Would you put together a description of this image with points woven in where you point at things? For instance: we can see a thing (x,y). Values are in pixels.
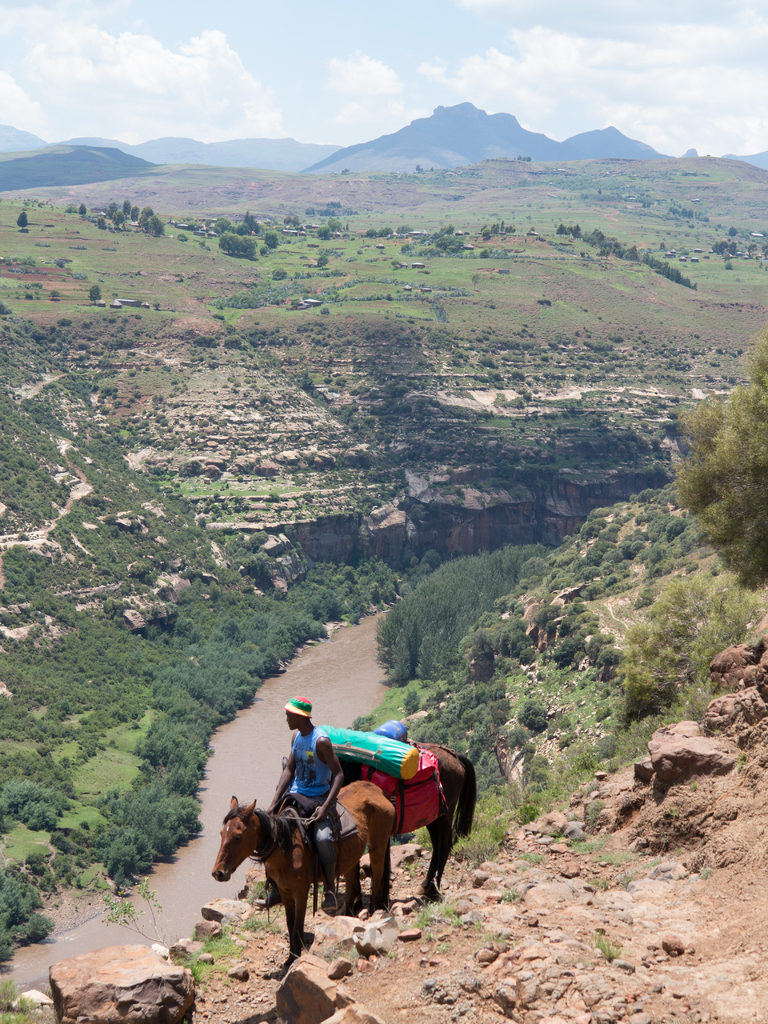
Here in this picture we can see a person (325,823) sitting on a horse (288,833) with something is present behind him and we can see he is wearing a hat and standing on top of a mountain (586,796) and we can see the ground (526,827) is covered with rocks (534,885) and some grass (229,270) and we can see plants (124,641) and trees (725,521) present in the far and in the middle (304,656) we can see water (308,676) flowing through a place (338,714) and in the far also we can see other mountains (304,153) present and we can see clouds (234,125) in the sky (273,124).
